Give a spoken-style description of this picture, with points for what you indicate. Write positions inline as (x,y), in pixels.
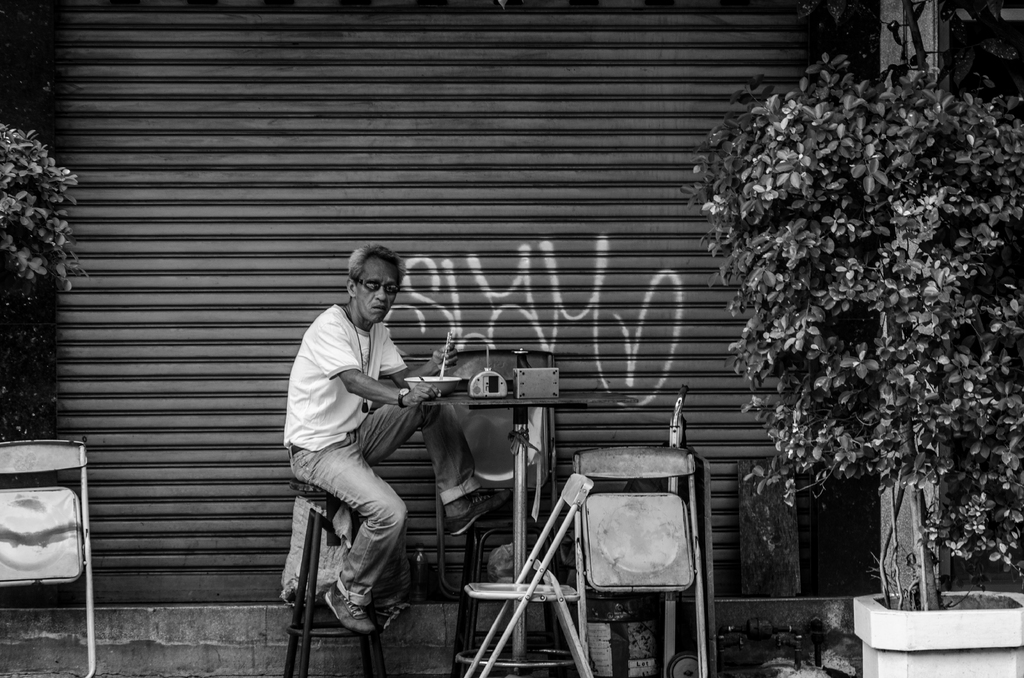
In this picture there is a man (335,346) who is wearing t-shirt (321,383), jeans (353,492), and shoe (356,626). He is sitting on the chair (343,633). On the table (532,406) we can see bowl (433,384), machine box (535,383) and other objects (483,377). On the bottom (579,590) we can see two steel chairs (606,589) which is near to the shutter (559,422). On the right (932,192) there is a plant (974,277) near to the concrete pole (904,15).
